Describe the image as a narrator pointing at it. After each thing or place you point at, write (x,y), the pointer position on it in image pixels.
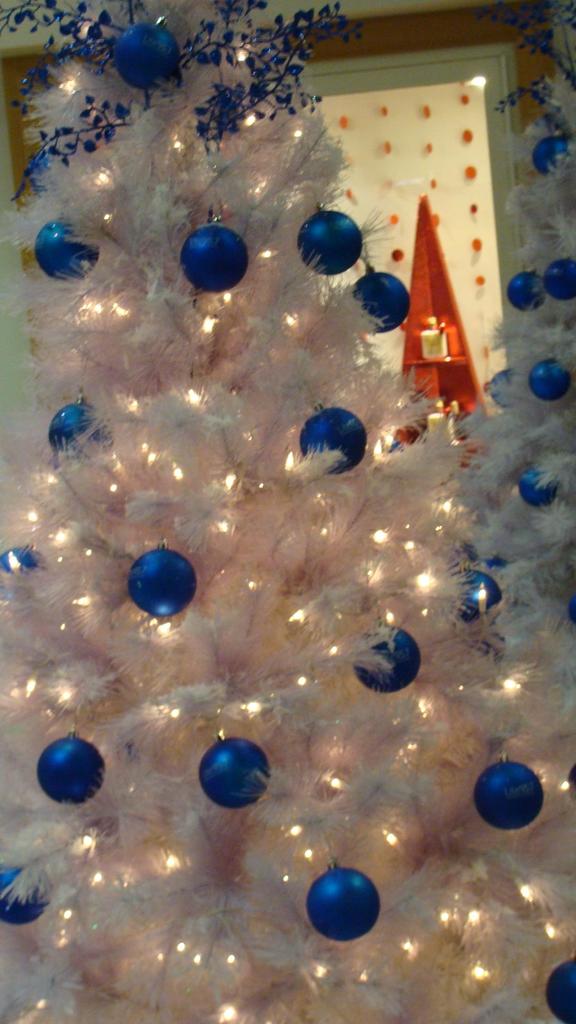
In this image we can see two Christmas trees (443,725) which are decorated with some balls (402,680) and lights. On the backside (423,263) we can see an object (420,271) and hangings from a door (511,181) and a wall (420,15).
